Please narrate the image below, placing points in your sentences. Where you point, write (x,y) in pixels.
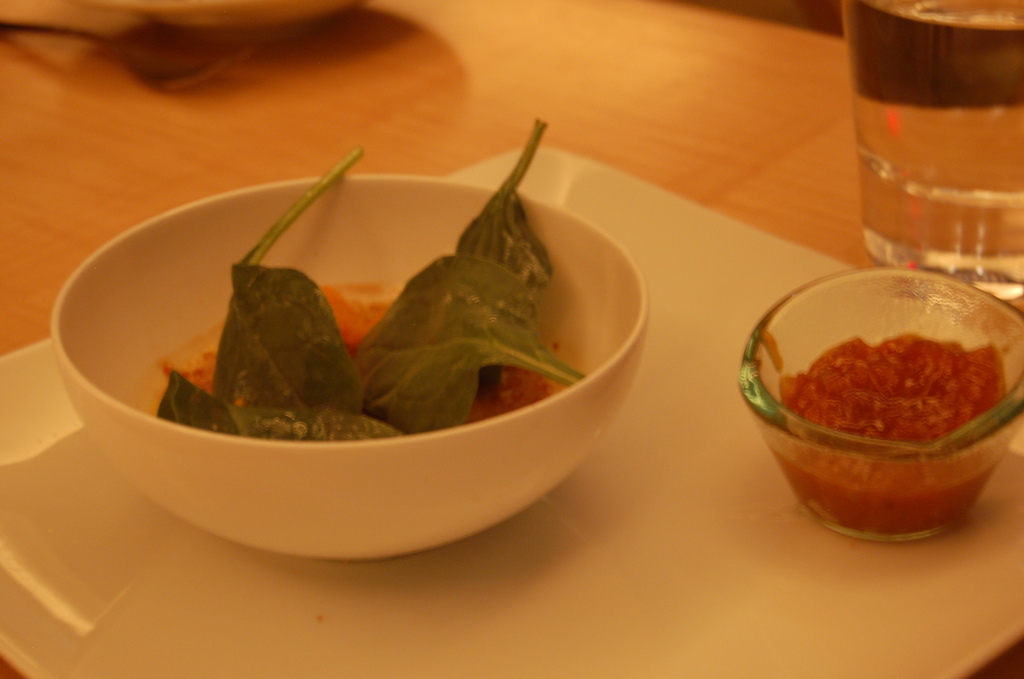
In the foreground of this picture (417,606), there is a platter (593,560) on which a bowl (342,364) with few leafs (413,349) and a bowl (899,513) with red color paste (927,412) in it. In the background (934,158), there is a glass (968,154) on the table (628,81).
